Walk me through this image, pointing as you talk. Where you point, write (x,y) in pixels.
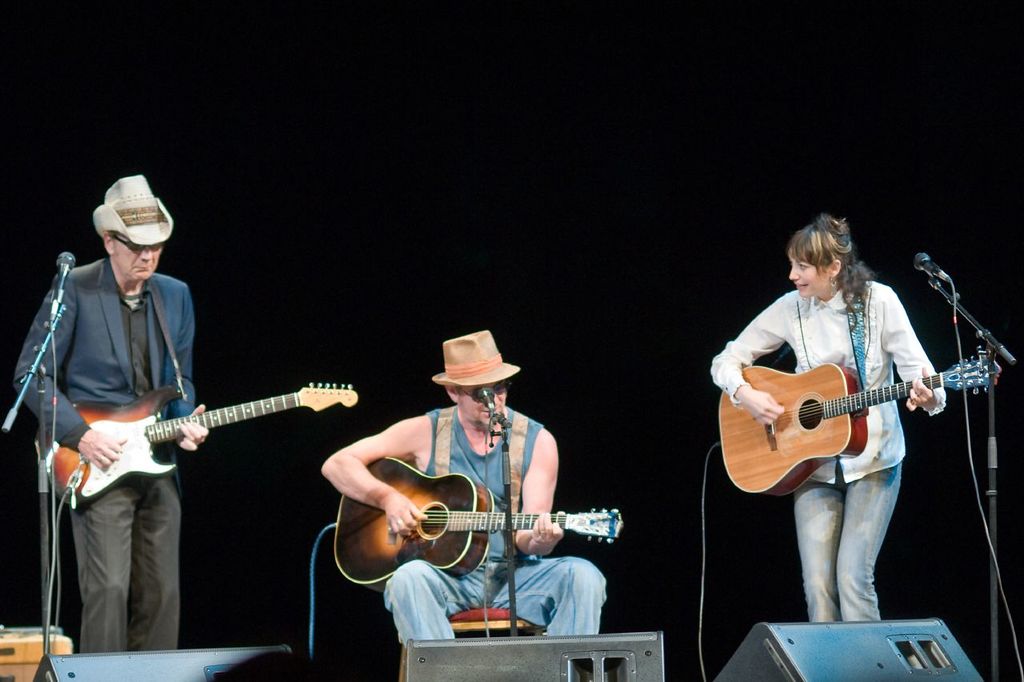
In this picture three people (477,452) are playing guitar (806,419) with a mic (933,278) placed in front of them. The image is clicked in a musical concert. There are also sounds boxes (769,653) placed in front of them.
